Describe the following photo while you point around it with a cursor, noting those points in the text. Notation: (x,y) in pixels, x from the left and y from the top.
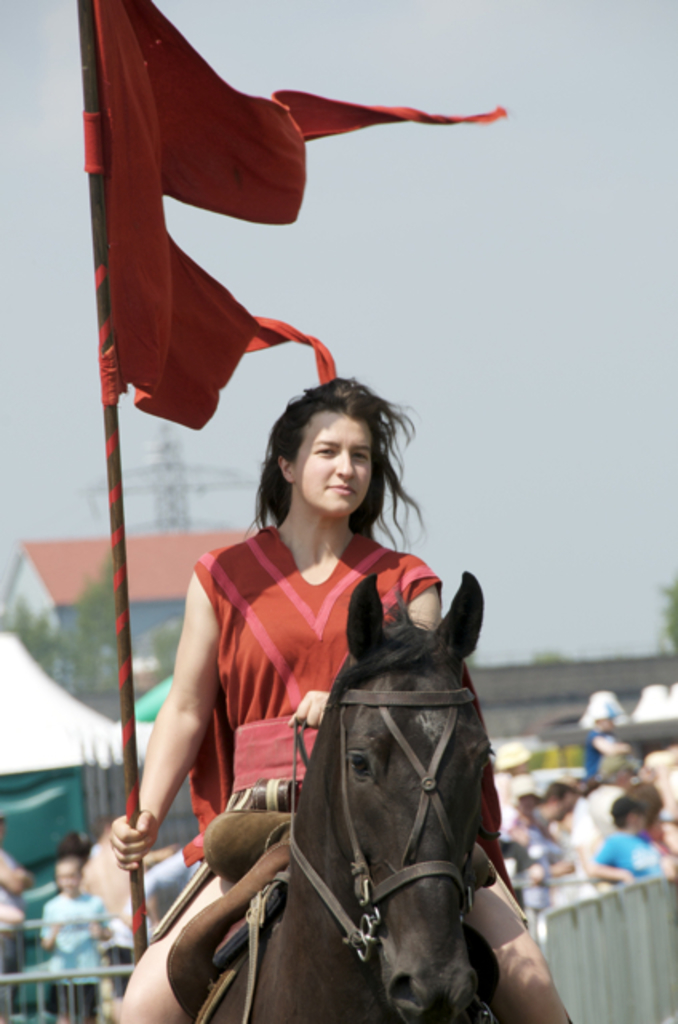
In this image I see a woman (344,542) who is sitting on a horse (456,640) and she is holding a flag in her hand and I can also see this woman (194,576) is wearing a red dress (270,770). In the background (5,876) I see number of people (664,795), buildings (156,556), trees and the sky (522,629).
